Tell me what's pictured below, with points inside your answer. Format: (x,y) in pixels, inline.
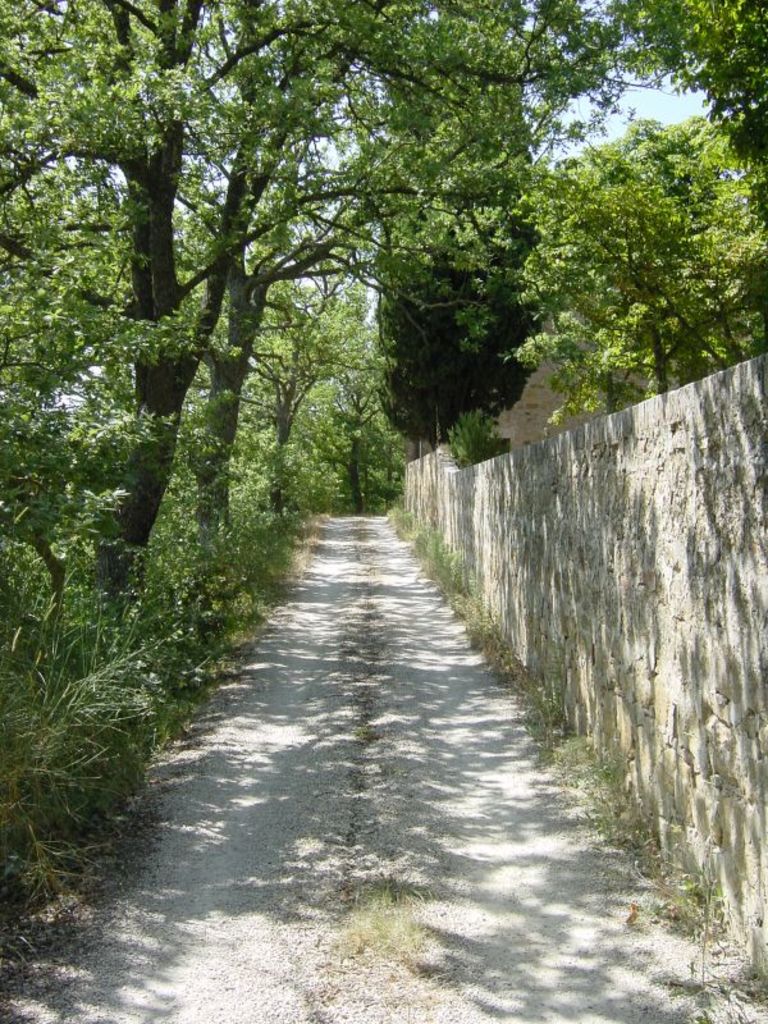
This is the picture of the trees (361,38) and the plants (241,604) and in the right corner (745,851) we can see a wall (762,818). There is a path (505,1009) in between the trees (399,466) and the wall (436,476).
